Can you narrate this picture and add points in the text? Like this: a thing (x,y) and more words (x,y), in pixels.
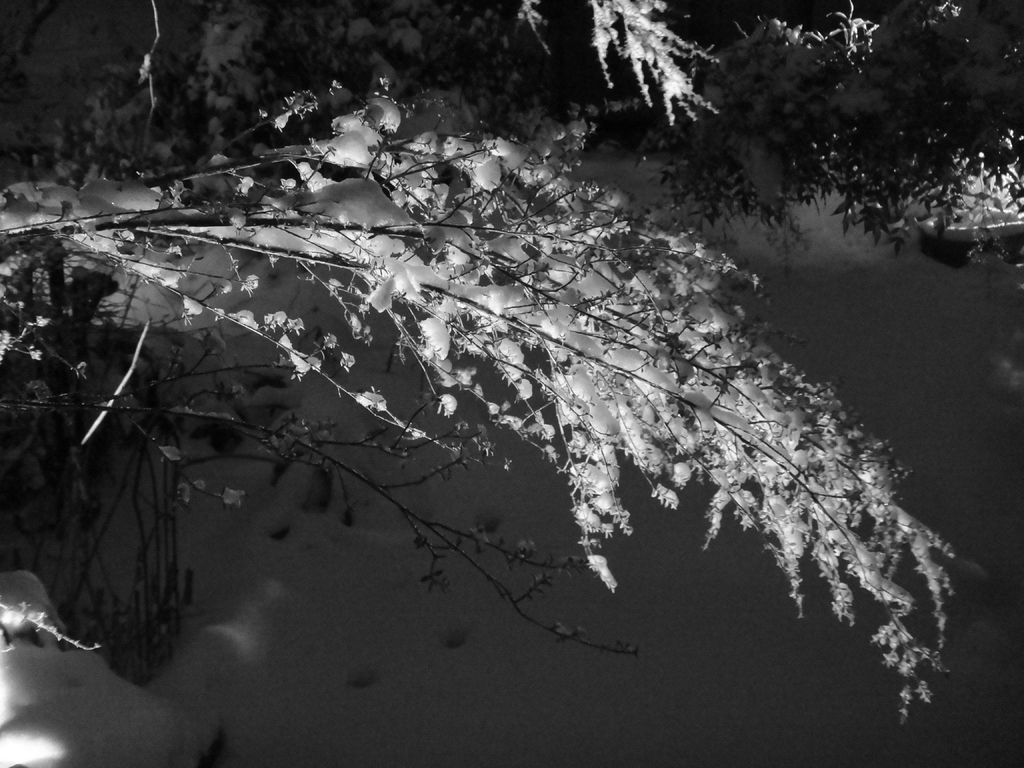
In this image I can see trees (277,223), background (947,301) I can see snow (821,218) and the image is in black and white.
